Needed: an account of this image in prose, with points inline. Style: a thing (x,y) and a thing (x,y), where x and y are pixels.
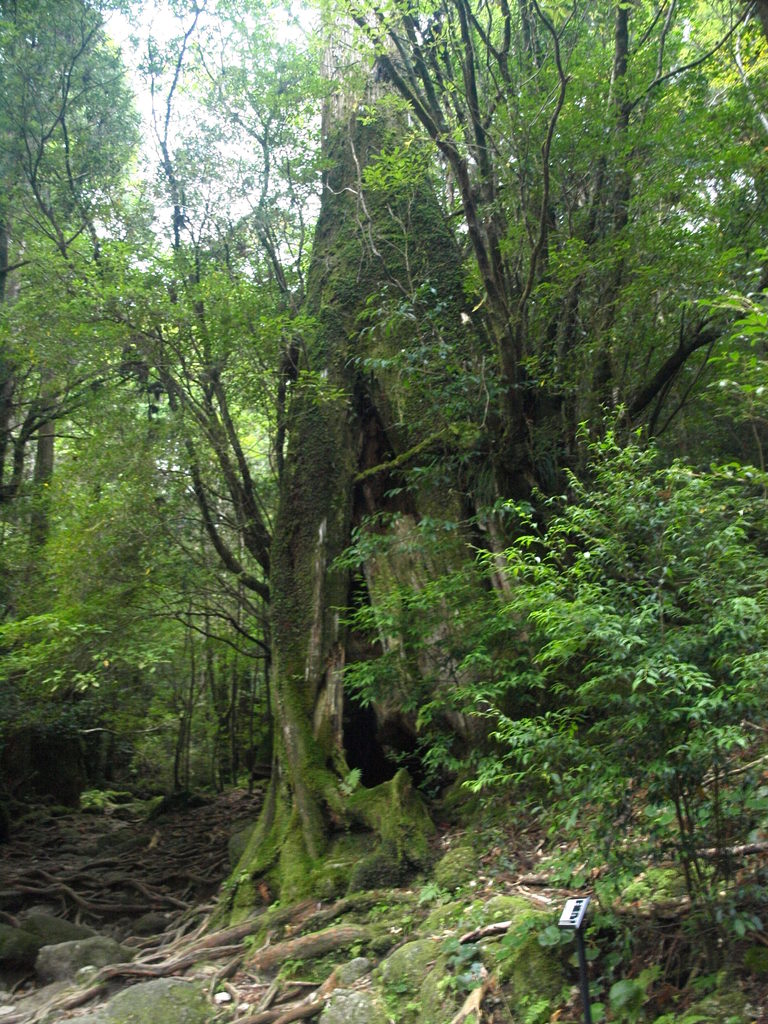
In this image we can see plants (614,837), rocks (172,1017), and trees (374,424). In the background (166,29) there is sky (176,28).
